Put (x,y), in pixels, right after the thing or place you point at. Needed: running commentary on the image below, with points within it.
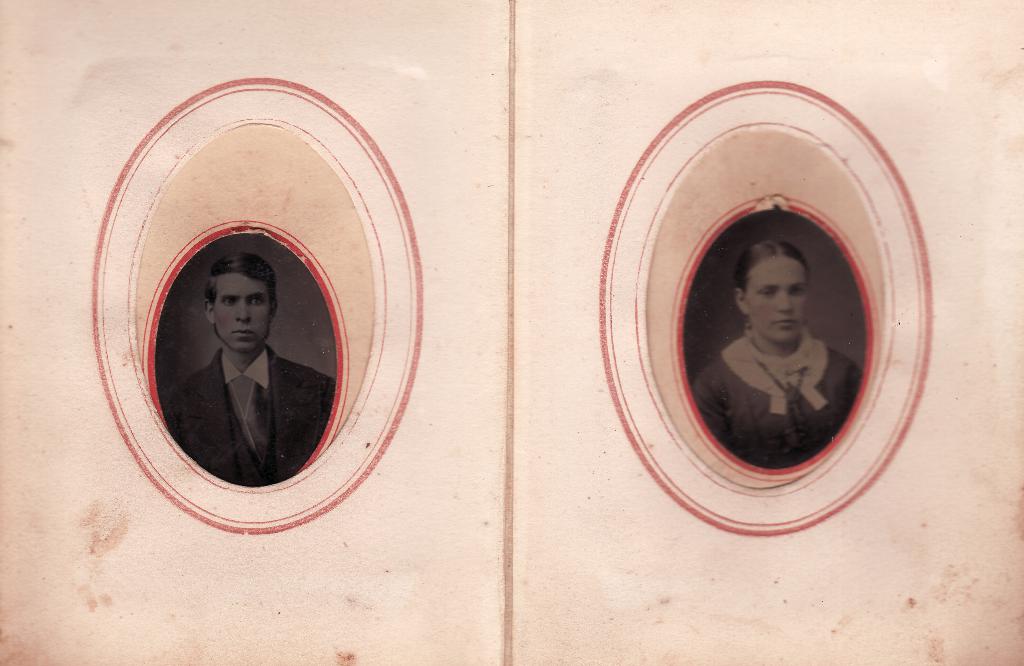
In this image we can find a man picture (230,359) on the left side (271,401), and a woman picture (791,330) on the right side (781,326).
